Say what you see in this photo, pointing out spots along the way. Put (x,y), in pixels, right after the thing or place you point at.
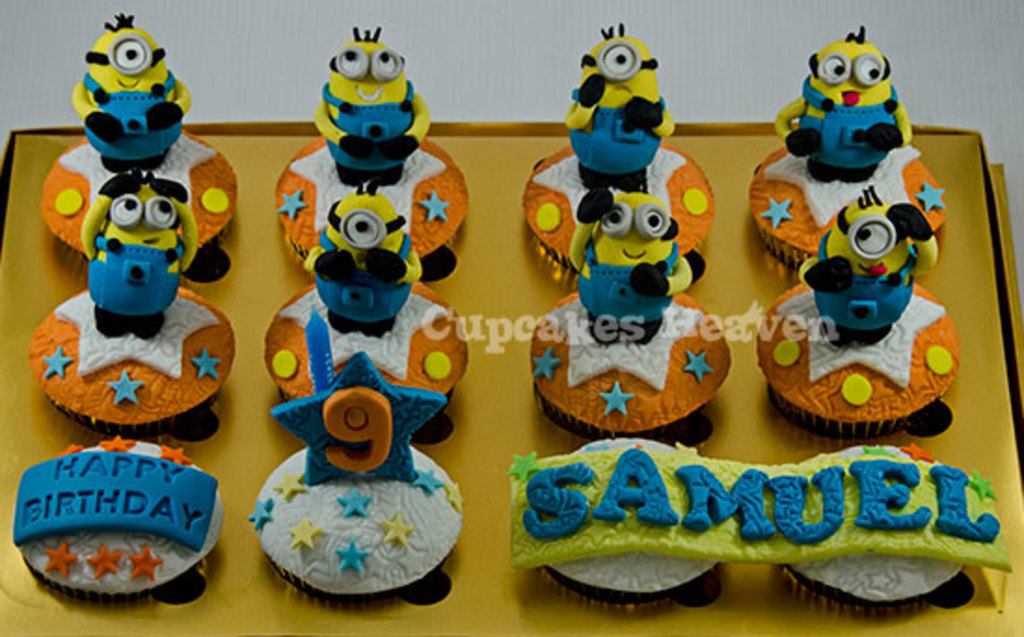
In this image there are few cupcakes (566,428) placed on a cardboard (980,262). In the foreground of the image (643,324) there is some watermark (542,324).
